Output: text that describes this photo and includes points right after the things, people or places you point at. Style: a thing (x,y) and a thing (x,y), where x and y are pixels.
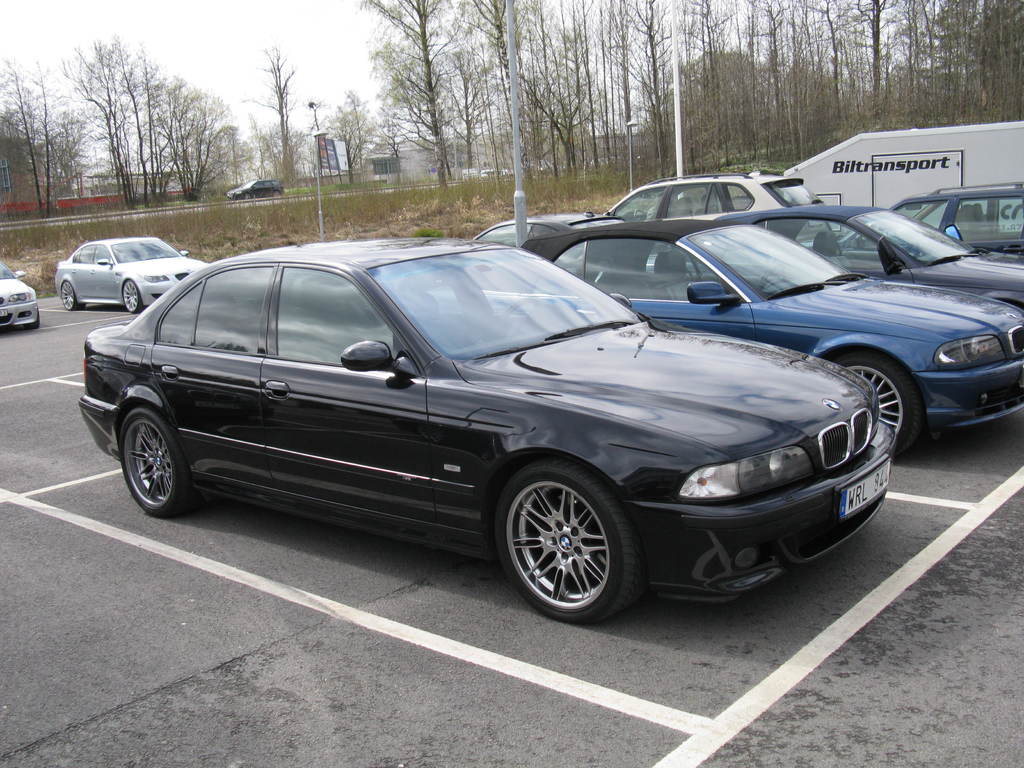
In this picture we can see vehicles (302,392), poles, lights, grass (488,205) and trees (503,120). In the background of the image (322,37) we can see the sky (308,70).
